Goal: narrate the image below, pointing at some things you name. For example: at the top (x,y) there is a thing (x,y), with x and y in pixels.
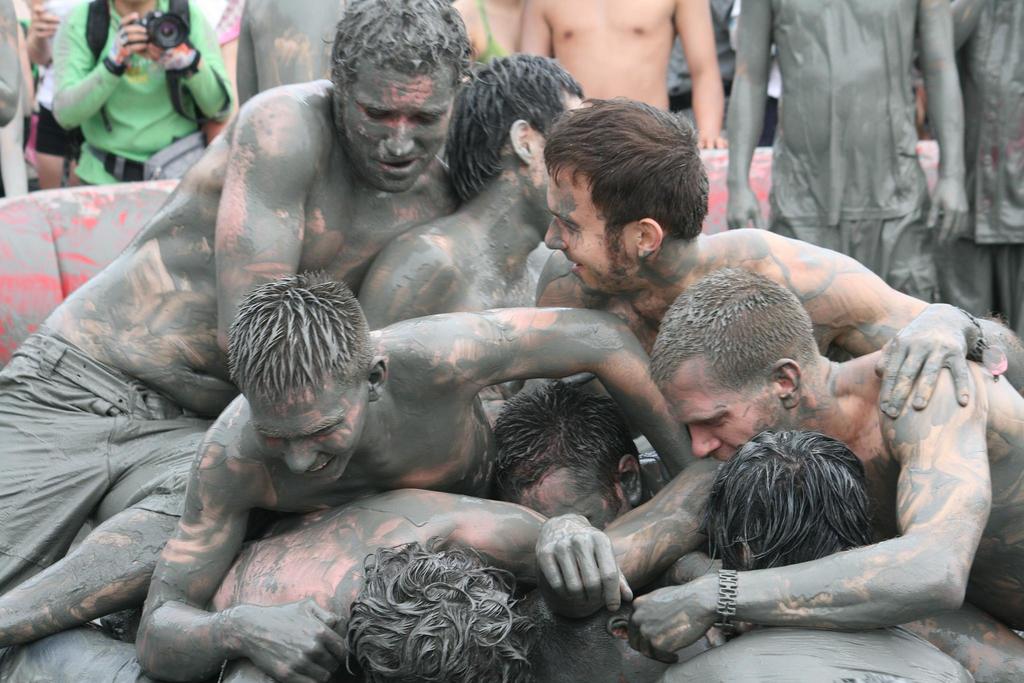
In this image, we can see a group of people (309,380) playing in the mud (498,348). In the background (485,52), we can also see a group of people (970,82). On the left side (222,83), we can also see a woman (213,46) standing and holding a camera (163,41) in her hand (182,47).
